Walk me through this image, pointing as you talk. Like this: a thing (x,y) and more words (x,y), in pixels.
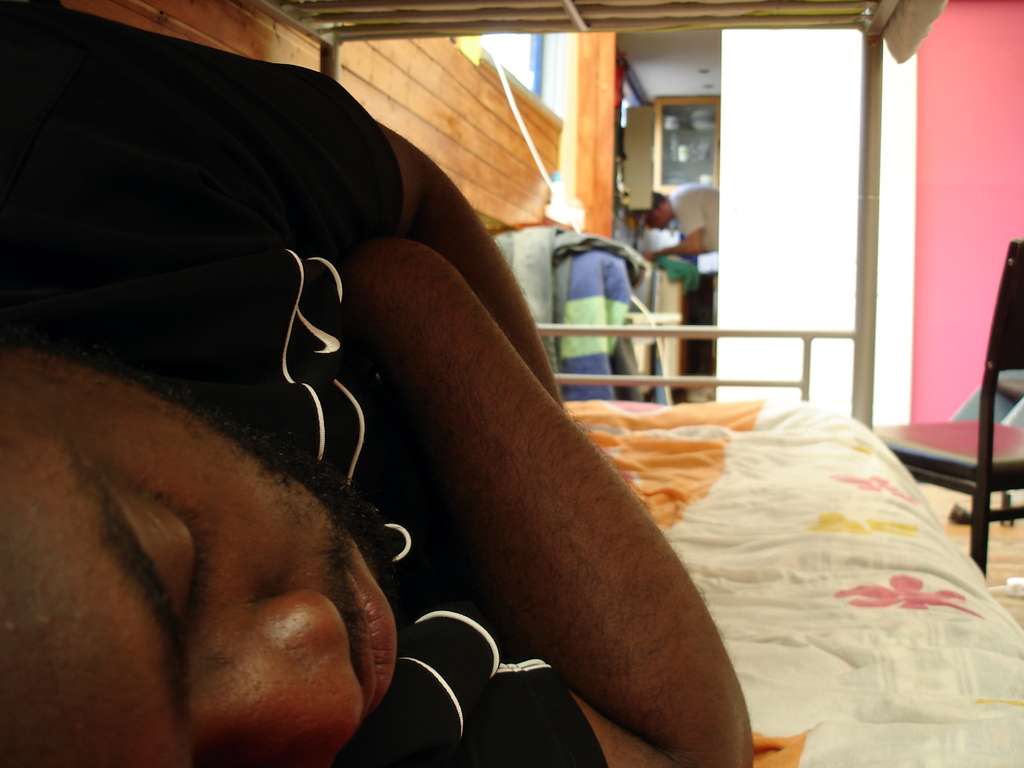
In this picture we can see a person (187,84) with black tee shirt (168,226) sleeping and folded his hands (422,287) and behind there is a door (755,193) in which there is a person (700,203) and the bed sheet (725,481) is white, orange, yellow, pink in color.
